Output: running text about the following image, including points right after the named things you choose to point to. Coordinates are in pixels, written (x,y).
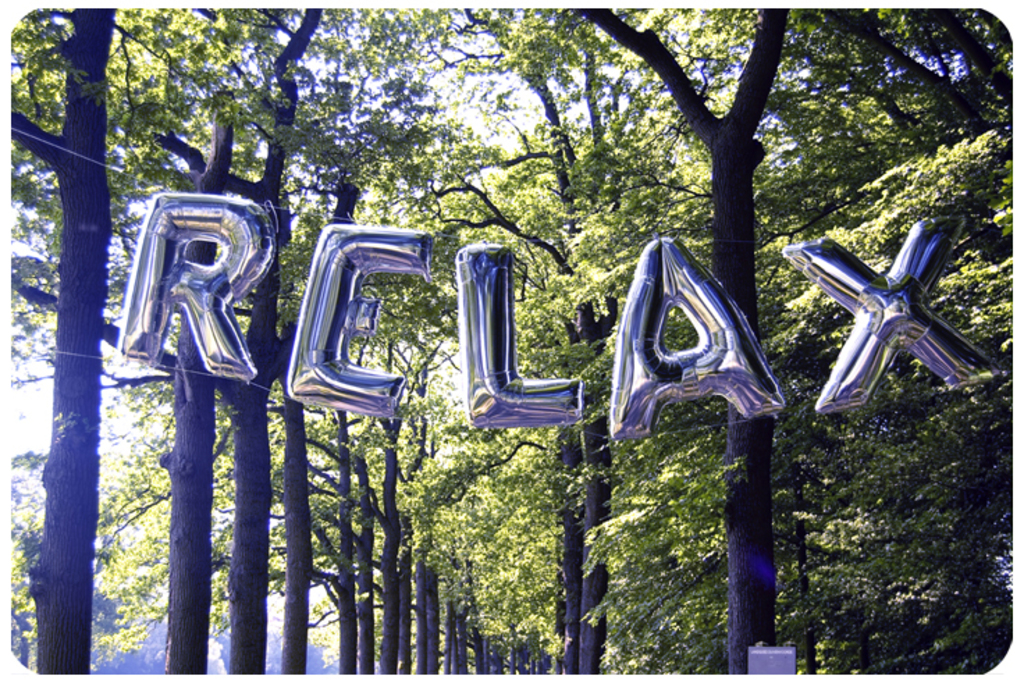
In this picture, we can see there are balloons (638,319). Behind the balloons (465,271), there are trees (822,138).
